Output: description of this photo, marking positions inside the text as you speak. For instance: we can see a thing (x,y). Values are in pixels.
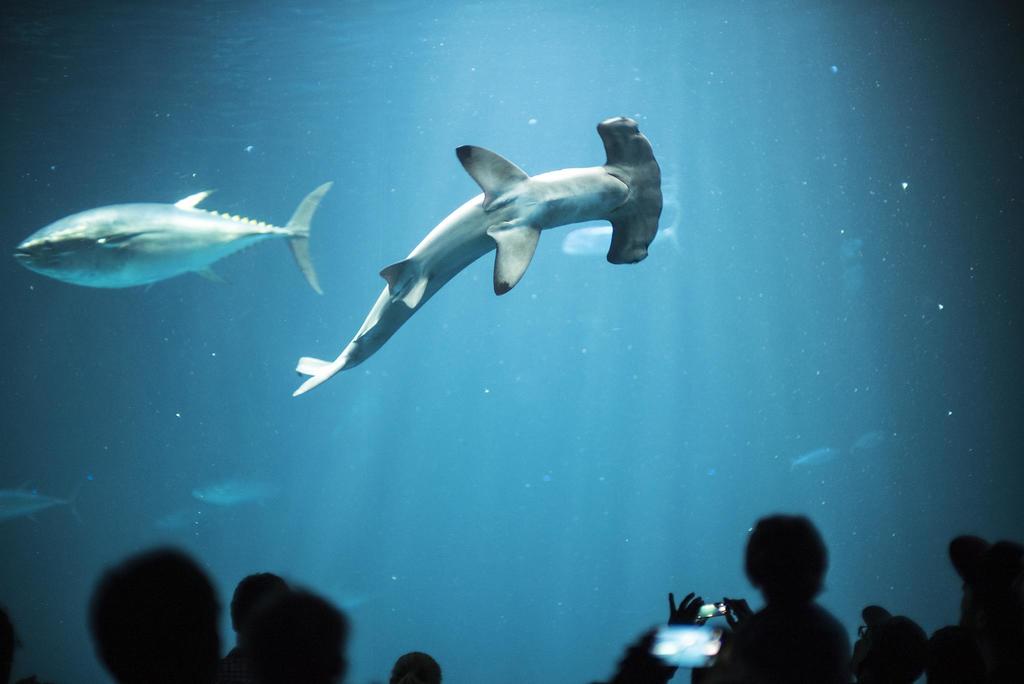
Here we can see fishes (315,273) in the water (422,322). At the bottom (809,568) there are few persons (211,665) and among them few are capturing pics.
